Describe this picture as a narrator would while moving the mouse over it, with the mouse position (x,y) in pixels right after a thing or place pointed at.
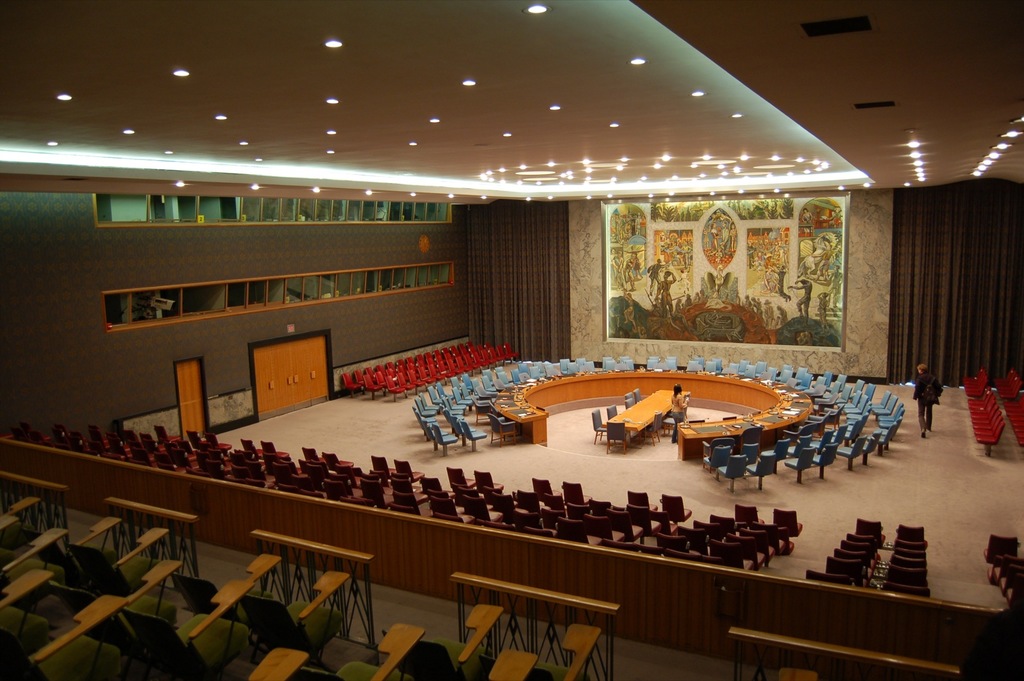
This picture is taken in a hall (632,367) having few chairs (463,400). There is a table (636,415) surrounded by few chairs (661,417). Beside there is a person (682,400) standing. Beside him there is a desk (735,436) which is round in shape having few objects (782,417) on it. A person (920,372) is walking on the floor (914,418). Beside there are few chairs (995,428) arranged in order. There is a picture frame (765,290) attached to the wall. Left side (313,385) there are few doors (295,379). Bottom of image (273,502) there is a fence (558,583) behind there are few chairs (176,570). Top of image (21,131) there are few lights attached to the roof (422,124).
